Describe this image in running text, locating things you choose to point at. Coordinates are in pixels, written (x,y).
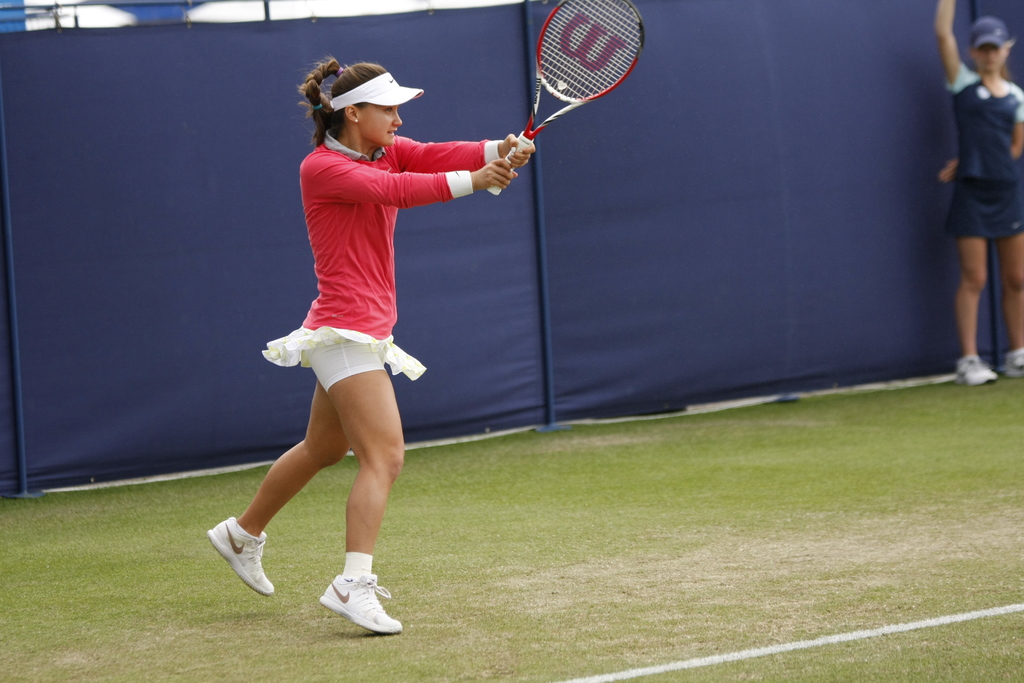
In this image we can see a woman (438,172) holding a tennis racket (591,59). At the bottom of the image (590,641) there is grass (184,533). In the background of the image (90,132) there is a blue colored cloth (693,247). There is lady (945,51) standing to the right side of the image (983,260).
